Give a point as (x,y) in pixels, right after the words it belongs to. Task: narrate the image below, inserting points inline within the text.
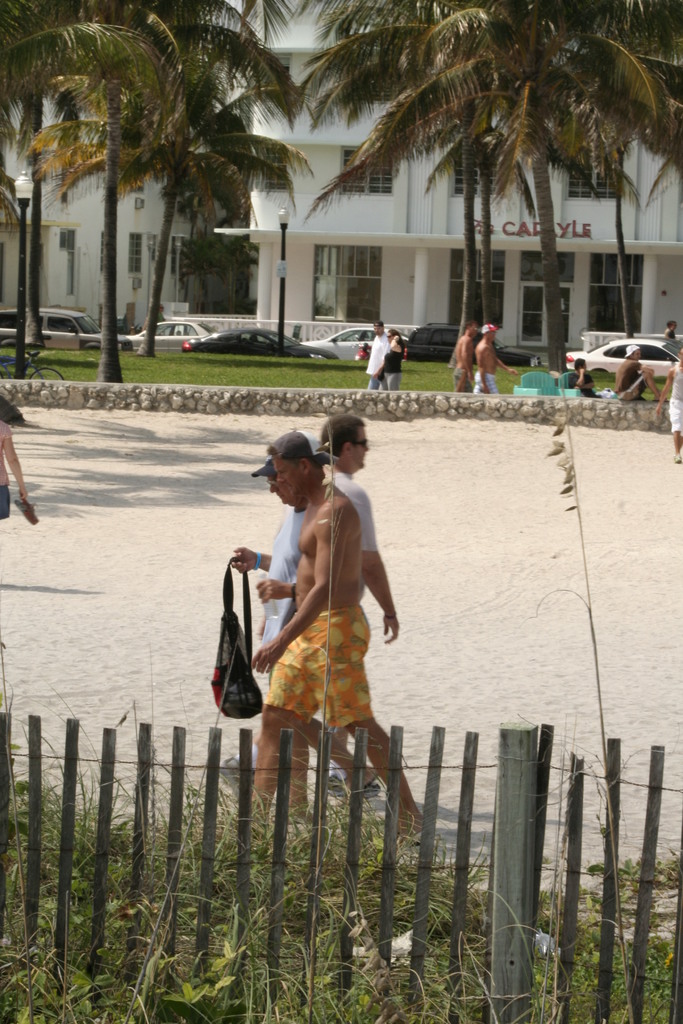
In this image there are few people (347,531) in which some of them are in the sand (177,681), there are few trees (503,175), grass (289,970), vehicles (307,354), buildings (507,289), a fence (66,846), lights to the poles (278,354) and a small stone wall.
